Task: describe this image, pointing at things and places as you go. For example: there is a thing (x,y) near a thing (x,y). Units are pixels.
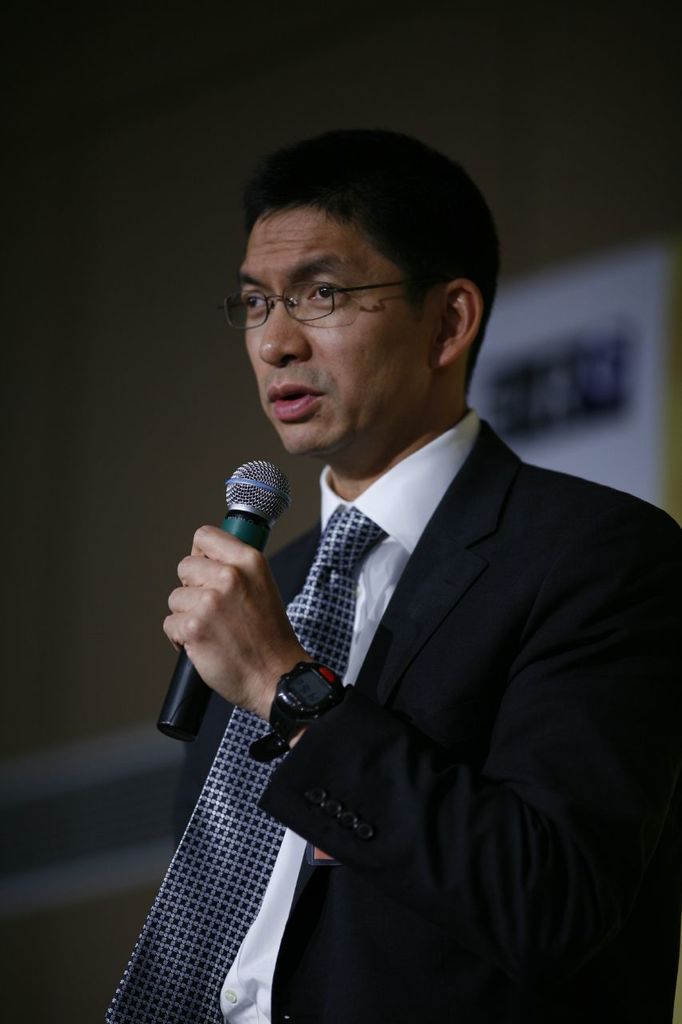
A man (422,351) with black jacket (483,598), white shirt (372,564) and tie (343,538) is standing and holding a mic (244,527) in his left hand (243,624). He is having a watch (300,707) in his left hand (225,607). He is wearing spectacles (369,288).
